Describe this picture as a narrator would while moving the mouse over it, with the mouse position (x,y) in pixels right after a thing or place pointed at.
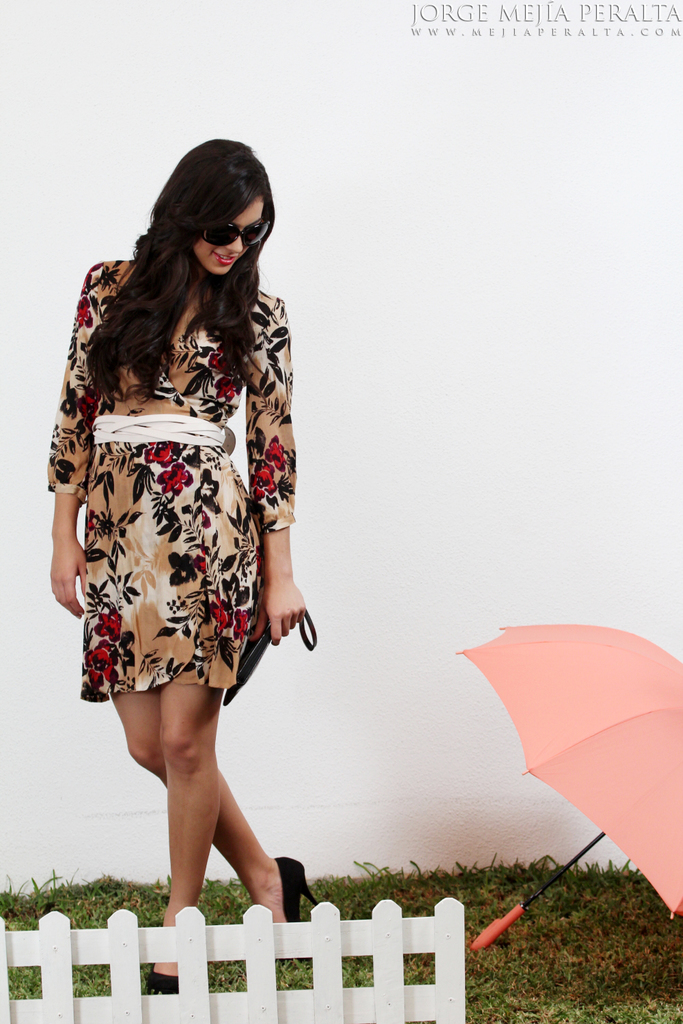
In this image I can see a woman (177,408) is standing. I can see she is wearing shades (248,245) and I can also see smile (225,261) on her face (207,245). Here I can see she is holding a black colour thing (251,647). I can also see grass (502,942), a pink colour umbrella (479,941) and white colour wall (457,396).
